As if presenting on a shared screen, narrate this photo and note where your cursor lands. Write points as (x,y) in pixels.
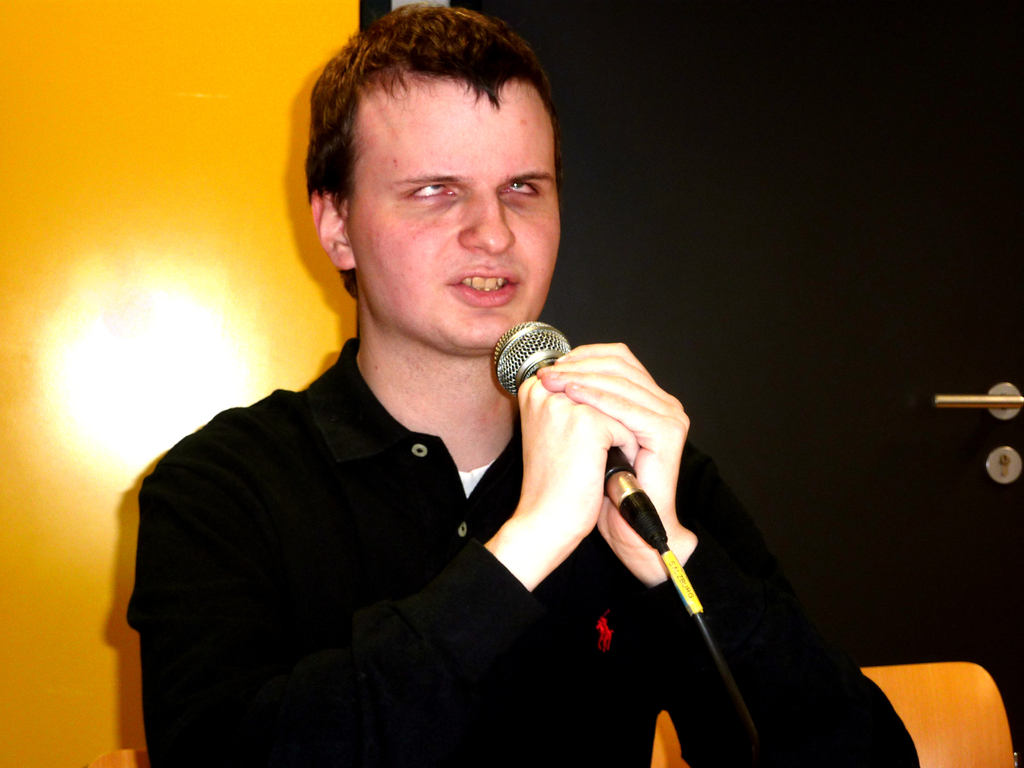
This picture shows a man (201,629) sitting and singing with the help of a microphone (522,378) in his hands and we see a door (911,450) and a chair (673,763) on the side.
